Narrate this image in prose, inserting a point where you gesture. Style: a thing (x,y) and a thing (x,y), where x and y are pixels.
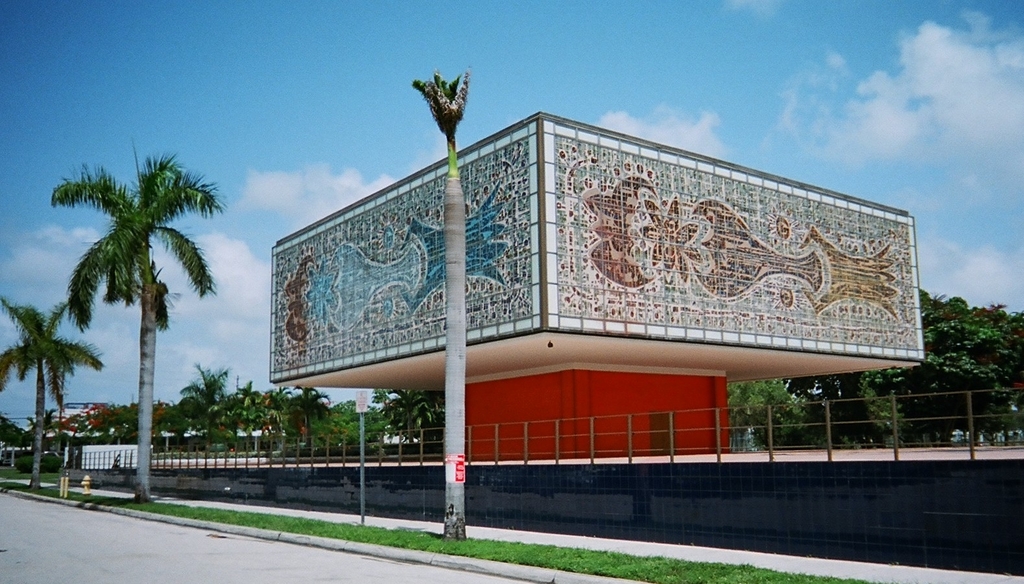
In this image we can see a building (582,334) and on the building (585,300) we can see some designs (656,267). In front of the building (624,453) we can see the fencing (595,450), grass (382,540) and the trees (454,521). Behind the building (427,354) we can see the trees (212,389) and buildings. At the top (510,111) we can see the sky (427,70).
